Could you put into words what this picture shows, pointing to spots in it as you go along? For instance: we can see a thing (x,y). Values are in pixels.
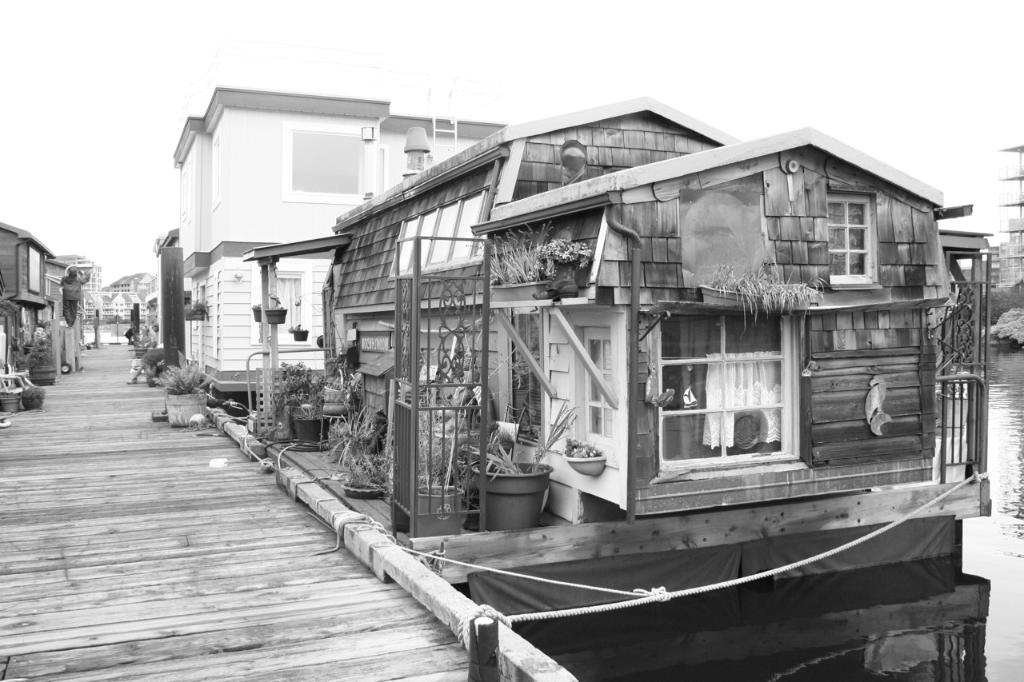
In the middle of the image (440,274) we can see some plants (558,252) and buildings (898,209). Behind them there is water (982,598). At the top of the image (565,96) there is sky (947,42).
